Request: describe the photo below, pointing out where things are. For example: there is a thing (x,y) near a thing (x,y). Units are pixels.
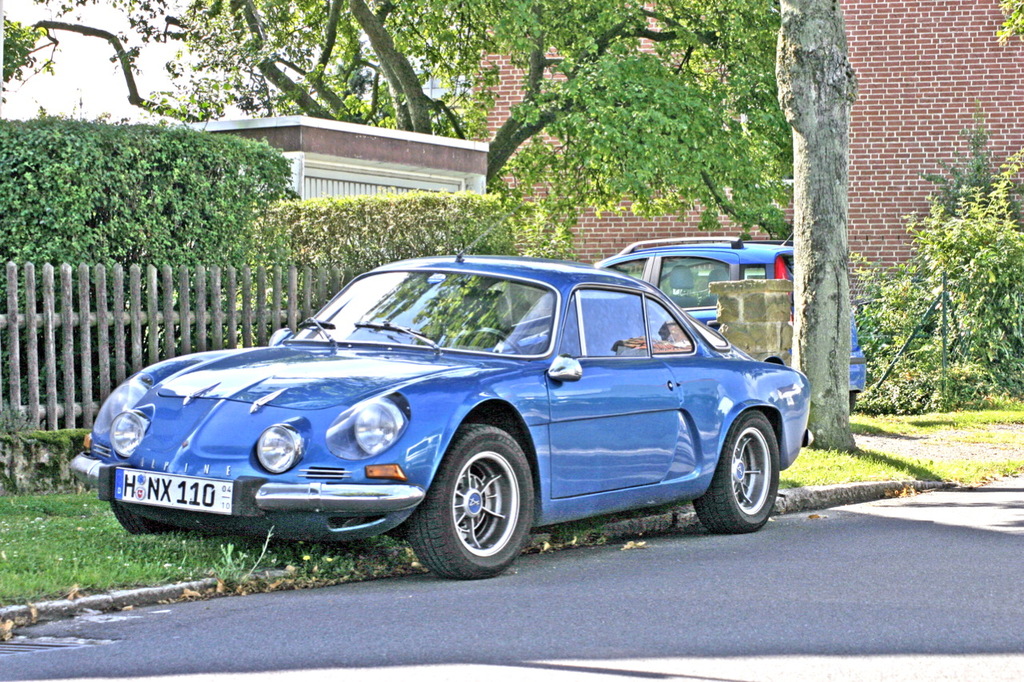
In the center of the image (671,276) we can see the sky (112,87), trees (582,198), one building (469,151), brick wall (880,171), plants (480,211), grass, vehicles (598,344), one pillar (734,308), stand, fence (199,342) and a road (531,562).
